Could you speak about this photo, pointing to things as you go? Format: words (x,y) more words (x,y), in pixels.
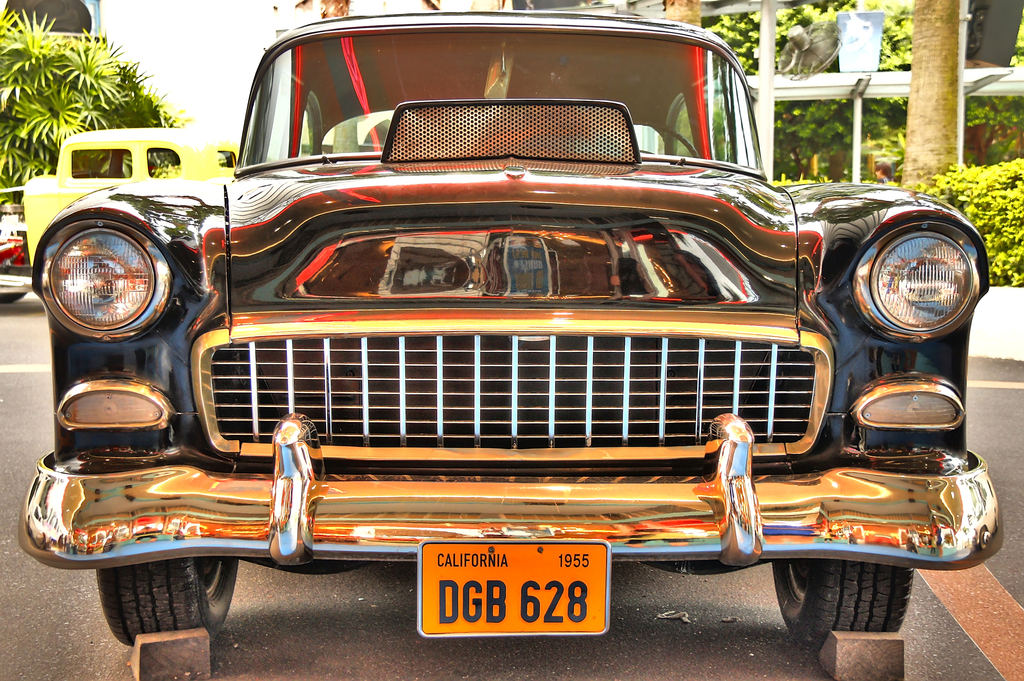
In front of the picture, we see the black color car (580,201) parked on the road (385,628). At the bottom (670,655), we see the road (714,651) and the stones (859,650). We see a number plate (459,594) in orange color. On the right side (945,197), we see the shrubs (980,201), the stem (953,160) of the tree (932,133), pole (960,143) and a fan (799,63). There are trees (839,102) in the background (57,117). On the left side (80,107), we see the trees (80,107) and a vehicle (110,150) in yellow color. In the background (145,59), we see the sky (195,48).
